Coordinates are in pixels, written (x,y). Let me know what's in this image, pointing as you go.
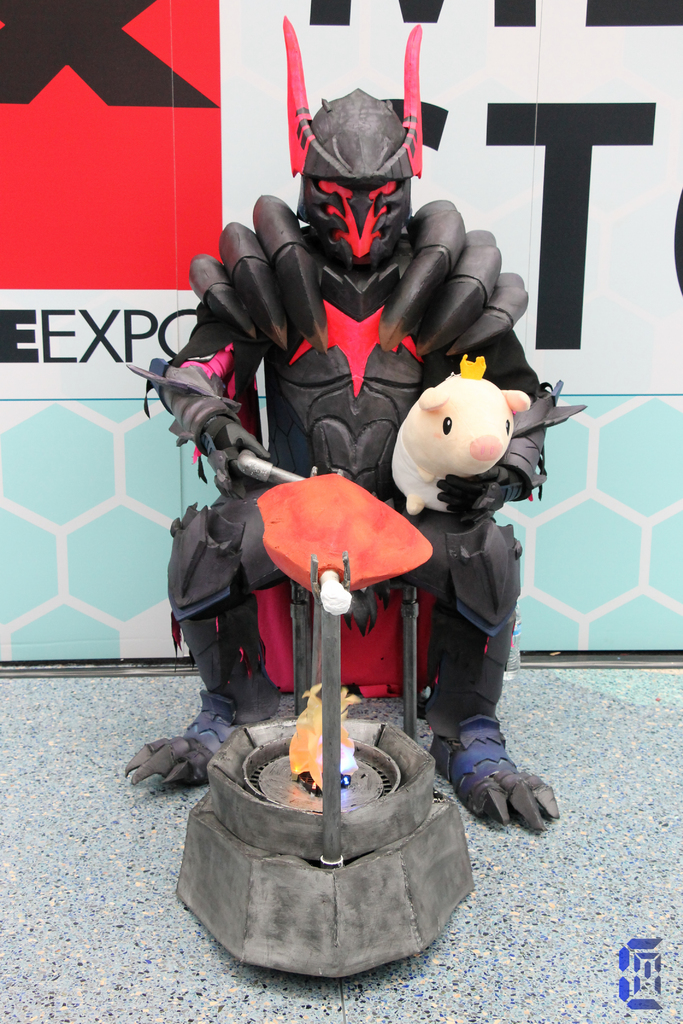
This image is taken indoors. At the bottom of the image (94,944) there is a floor (549,740). In the background (419,205) there is a board (111,187) with a text (162,103) on it. In the middle of the image (315,615) there is an artificial stove (320,833) and there is a toy (313,246) and there is a stuffed pig (441,468).
